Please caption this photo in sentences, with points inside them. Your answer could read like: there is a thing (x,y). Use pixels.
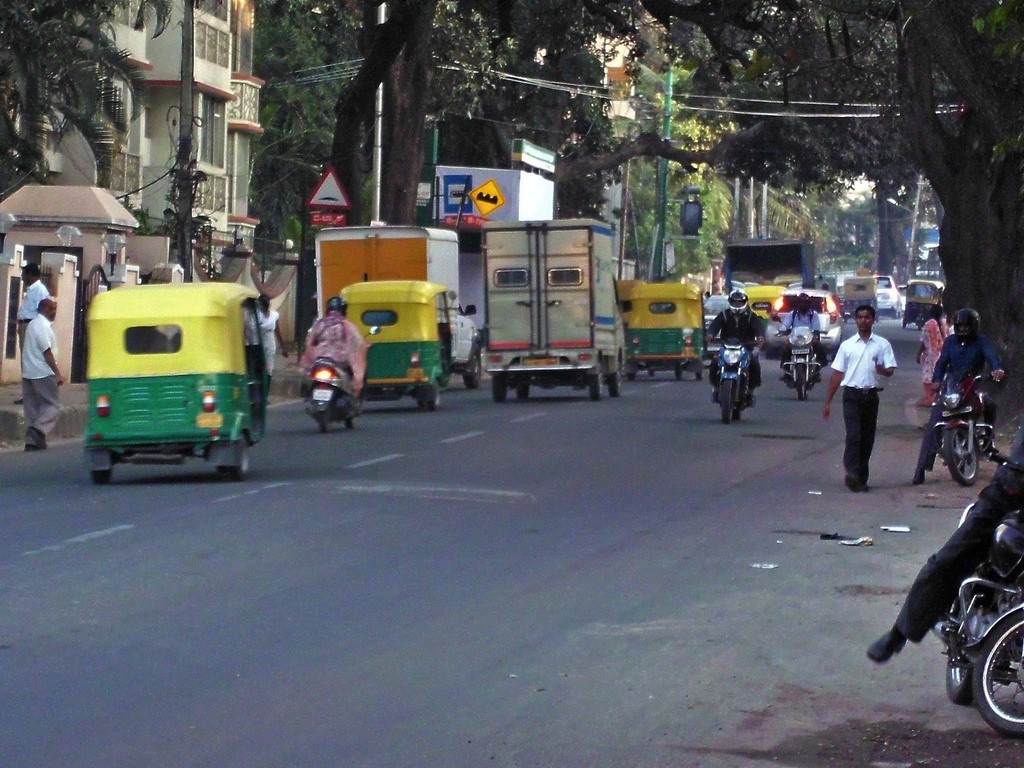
In this image we can see some vehicles (233,399) moving on the road (467,444) there are some persons (847,377) walking, at left (255,83) and right side of the image (982,84) there are some trees (425,77), buildings (228,21) and there are some signage boards (447,197).
